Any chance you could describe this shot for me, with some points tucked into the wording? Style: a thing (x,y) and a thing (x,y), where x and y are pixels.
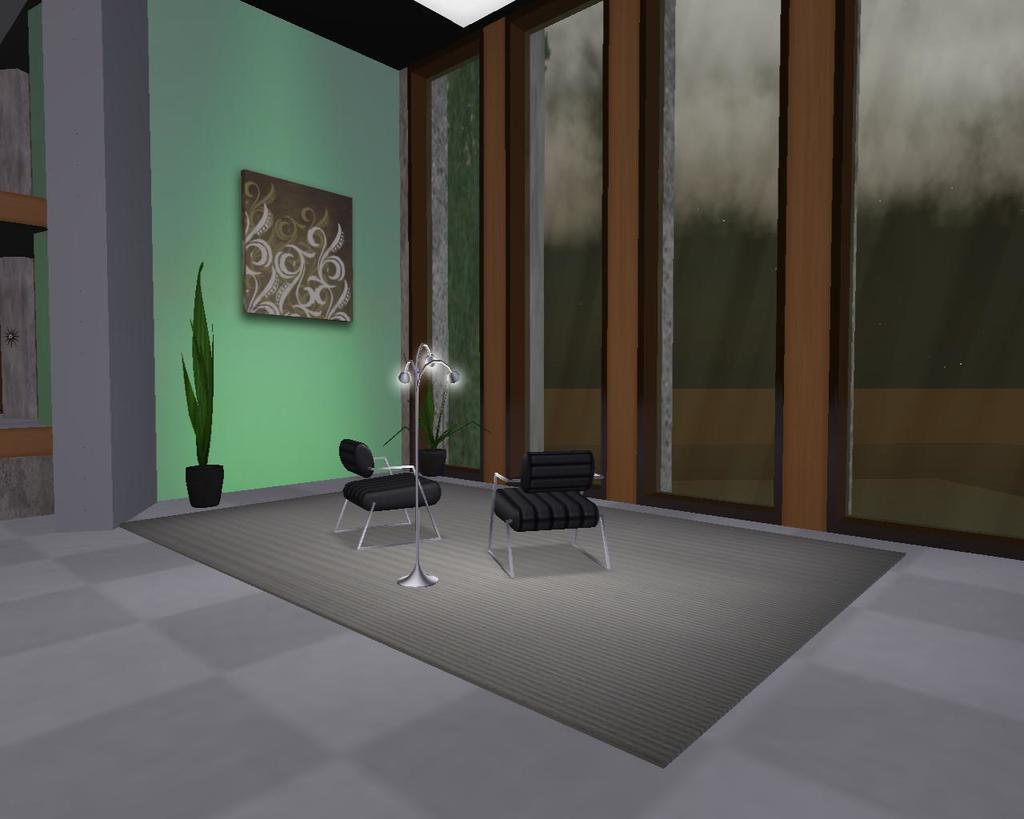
This is an animated image. Also we can see chairs (440,497) and stand (419,372) with lights (405,381) on a mat (465,585). In the back (288,273) there is a wall (318,364) with a frame (246,279). Also there is a pot (195,471) with plant (198,424).
